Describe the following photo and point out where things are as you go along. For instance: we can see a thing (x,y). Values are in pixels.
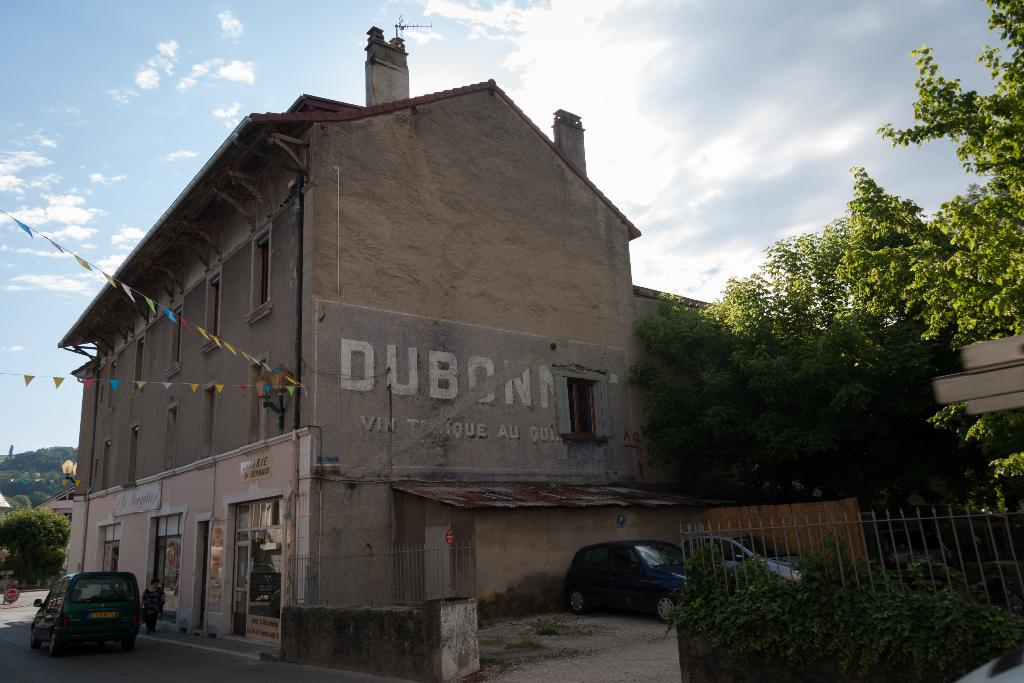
At the bottom of the image (455,596) there are some plants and fencing (428,571) and vehicles (62,625) and a woman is walking. in the middle of the image (423,249) there are some trees (950,468) and buildings (347,249). At the top of the image (689,227) there are some clouds (41,144) and sky (41,144).
